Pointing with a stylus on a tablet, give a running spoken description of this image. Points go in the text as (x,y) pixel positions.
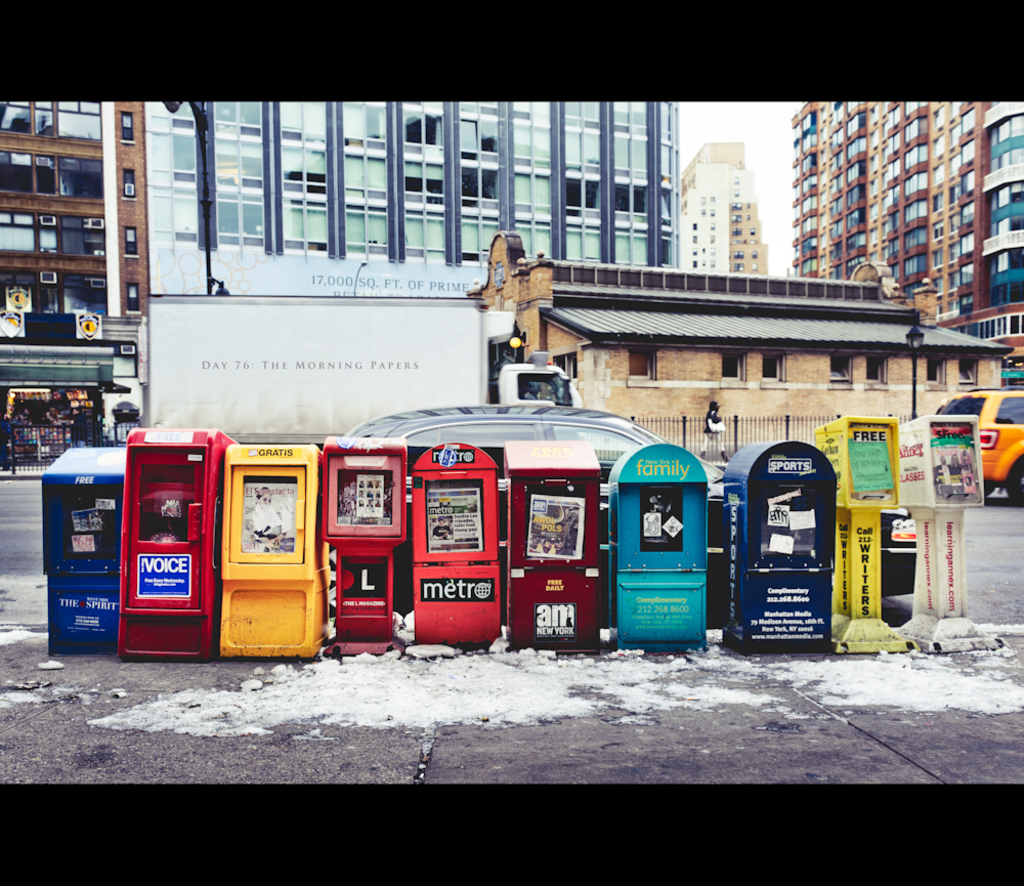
This image is taken outdoors. At the bottom of the image (466,784) there is a road (483,689) and there is a dirt (413,656) on the road (690,671). In the background (930,248) there are a few buildings (812,215). There are many boards (364,268) with text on them. There is a railing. In the middle of the image (428,315) a truck (393,362) is parked on the road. There is a house (800,349) with walls (597,371), windows (574,358), doors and a roof (773,287). There is a pole (913,370) with a street light (914,343). A person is walking on the road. On the right side of the image (1019,427) a car (986,463) is moving on the road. In the middle of the image (430,425) a car (477,439) is parked on the road (976,590) and there are a few machines (524,542) with a text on them.
